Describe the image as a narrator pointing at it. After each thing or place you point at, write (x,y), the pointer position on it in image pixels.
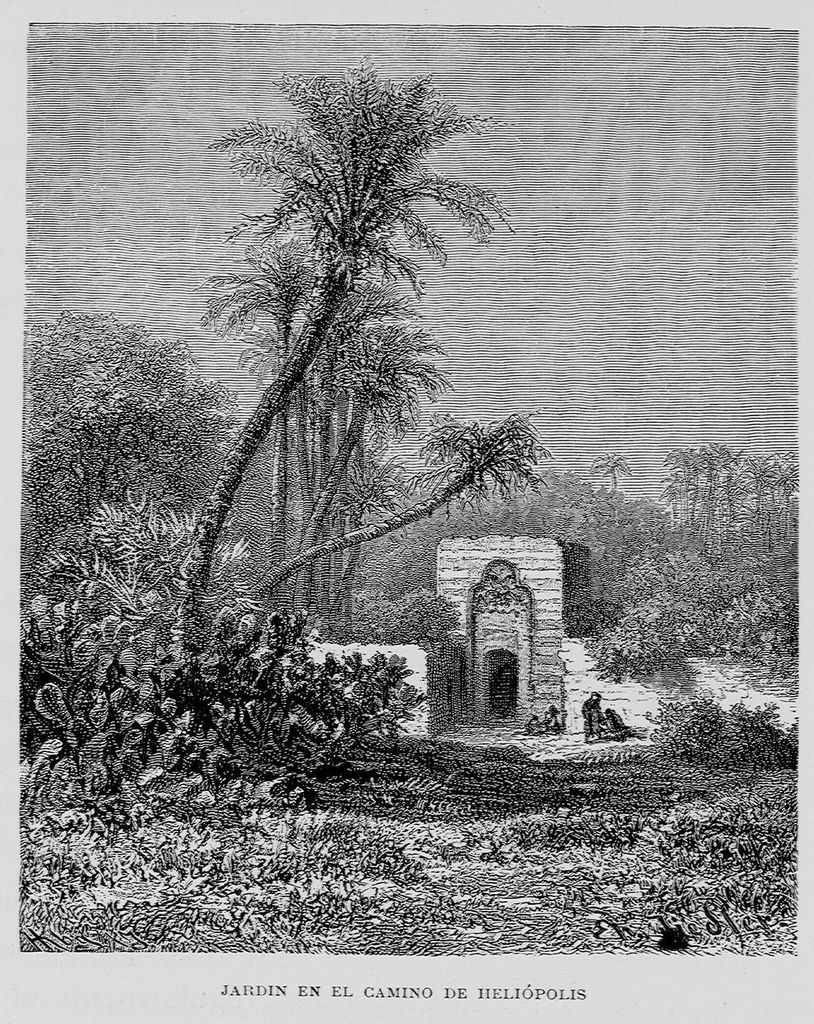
This image consists of a page (385,847) with an image (228,419) and there is a text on it. There are many trees (694,641) and plants (631,604) on the ground (430,826). This image is a black and white image.
